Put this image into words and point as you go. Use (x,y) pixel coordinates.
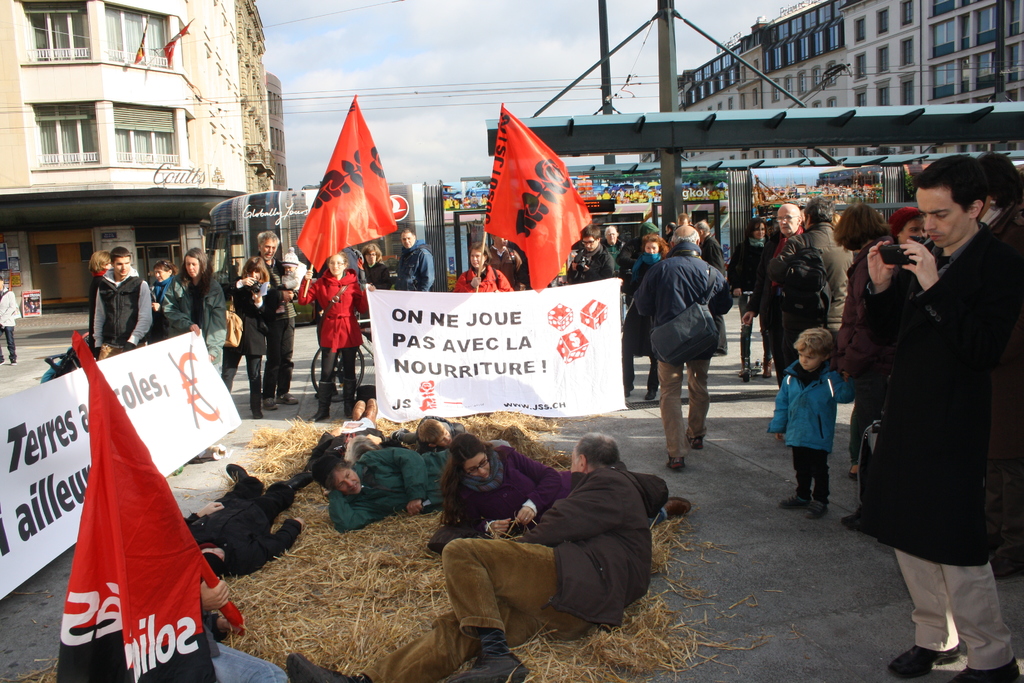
The picture is taken on the streets (710,440) of a city (862,675). In the foreground of the picture (407,324) there are people (371,491), grass (519,431), banners (395,366) and flags (542,255). In the background (116,18) there are buildings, poles (667,185), cables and vehicles (246,208). Sky (425,80) is bit cloudy and it is sunny.
